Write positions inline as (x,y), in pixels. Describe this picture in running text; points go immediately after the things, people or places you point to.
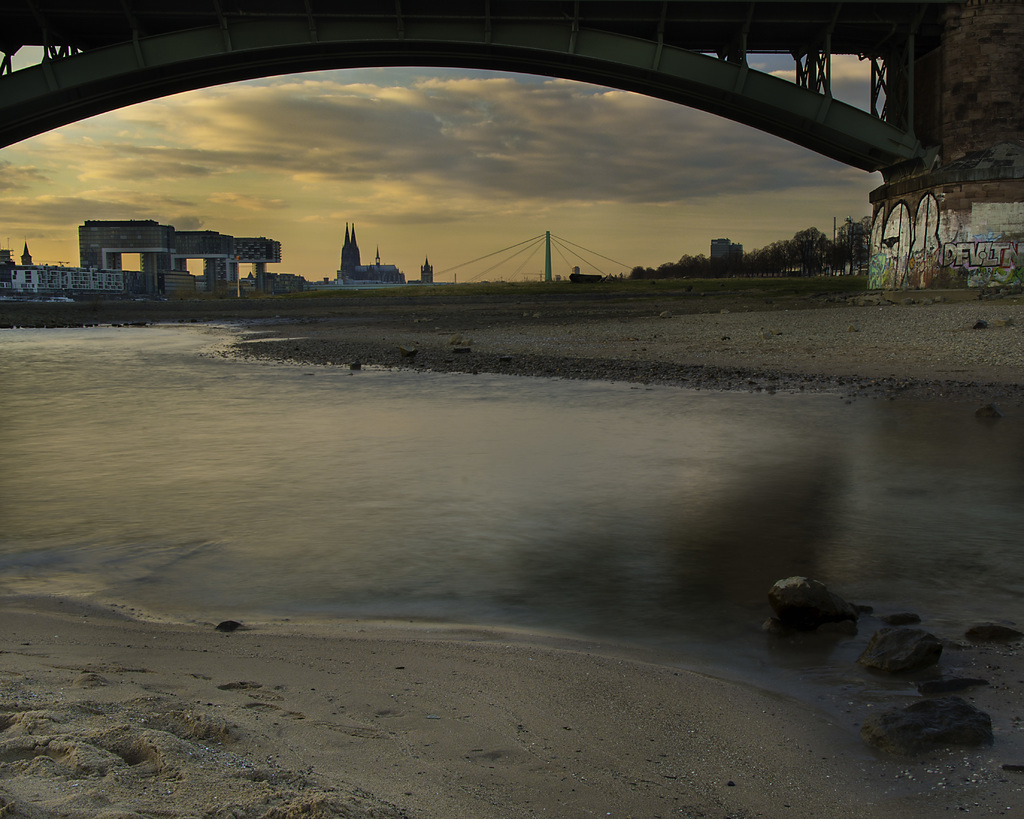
In this image I can see the water (565,474), the ground (428,708) and a bridge (672,46). In the background (82,280) I can see few buildings (239,262), few trees (798,266) and the sky (406,170).
